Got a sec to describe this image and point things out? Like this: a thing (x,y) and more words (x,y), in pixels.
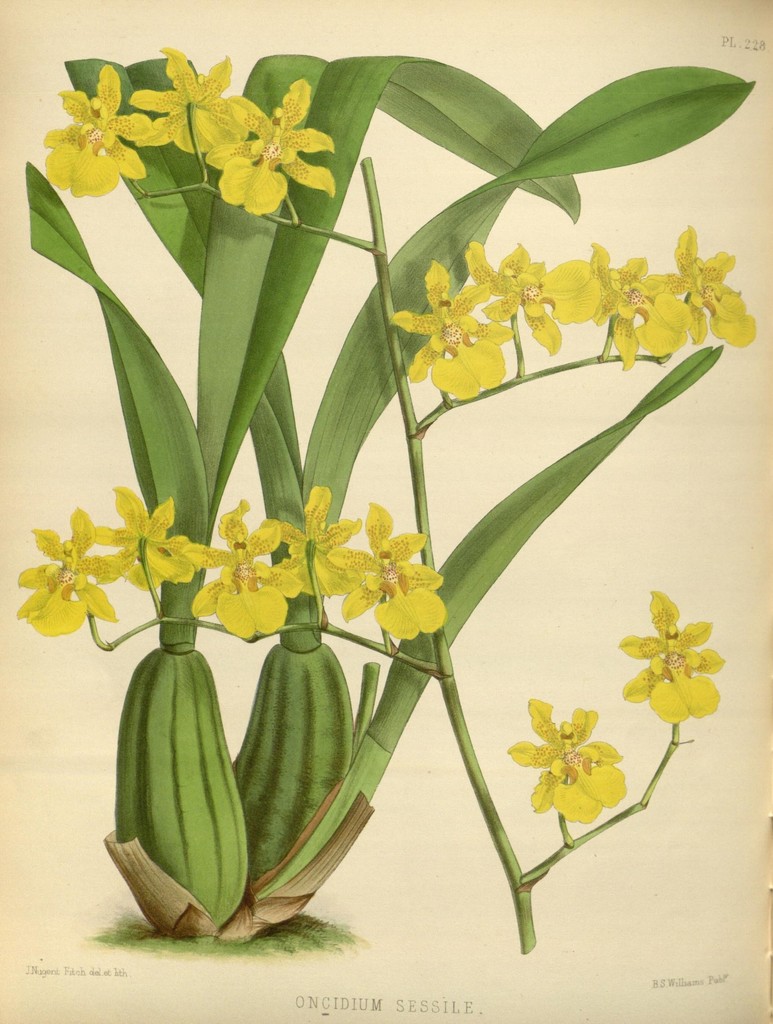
In this picture we can see a poster (40,847), here we can see plants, flowers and some text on it.
